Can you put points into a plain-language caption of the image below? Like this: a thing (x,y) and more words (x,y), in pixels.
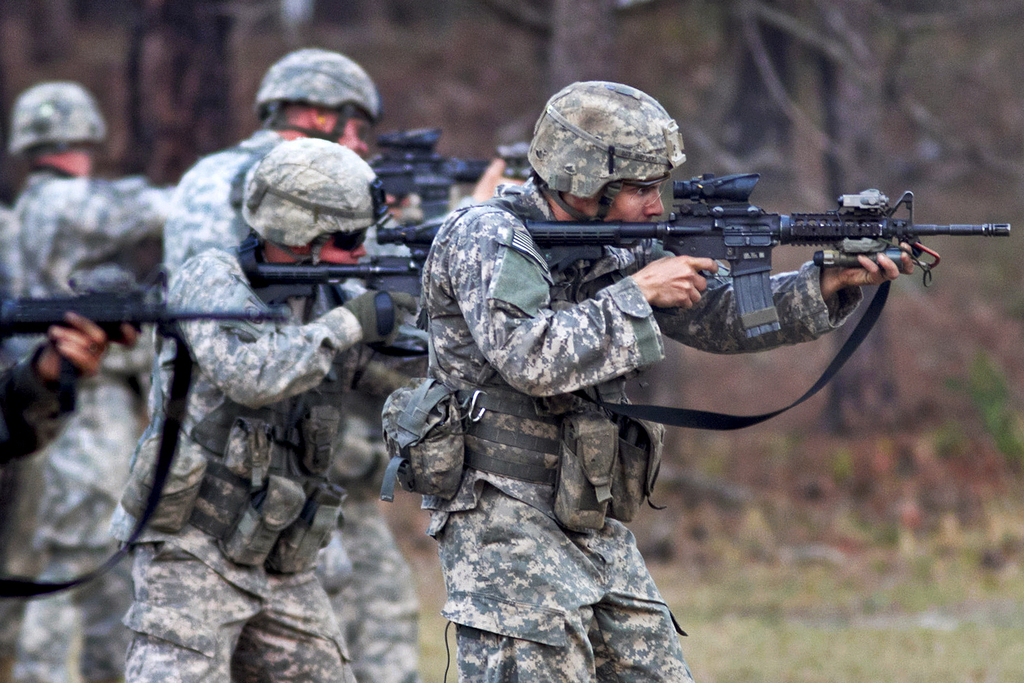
In this picture we can see a few people (613,574) holding guns (719,253) in their hands (860,271). Background (993,191) is blurry.
